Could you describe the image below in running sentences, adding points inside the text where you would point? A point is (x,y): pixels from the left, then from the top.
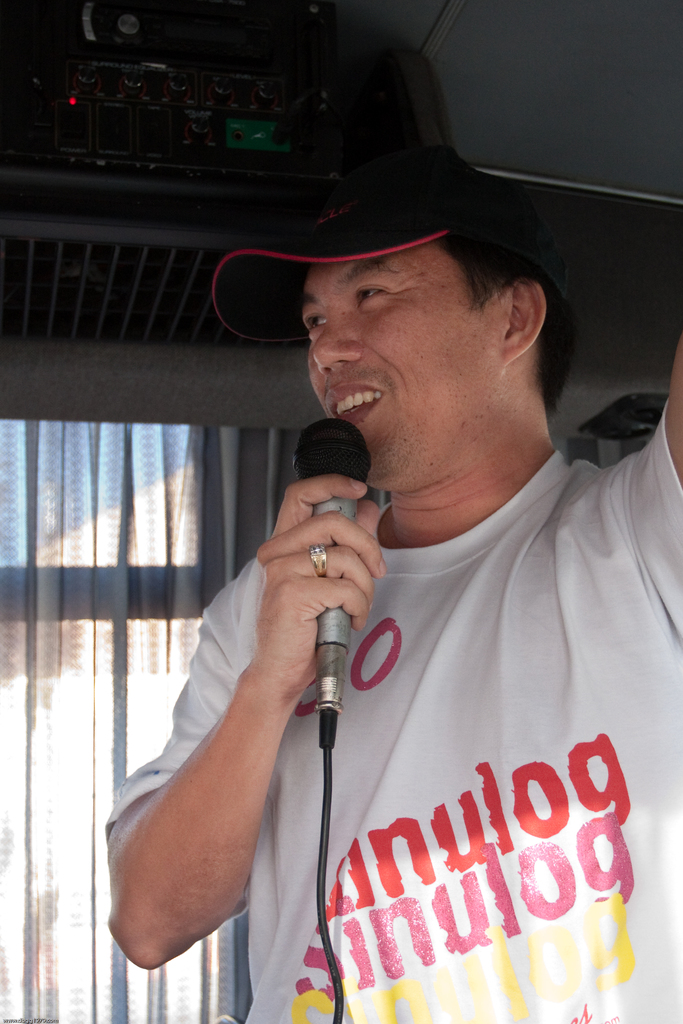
Here we can see a man (661,825) holding a microphone (304,448) in his hand (301,669) and he is speaking. Here we can see a window (81,532) which is bounded with a curtain (180,985).
